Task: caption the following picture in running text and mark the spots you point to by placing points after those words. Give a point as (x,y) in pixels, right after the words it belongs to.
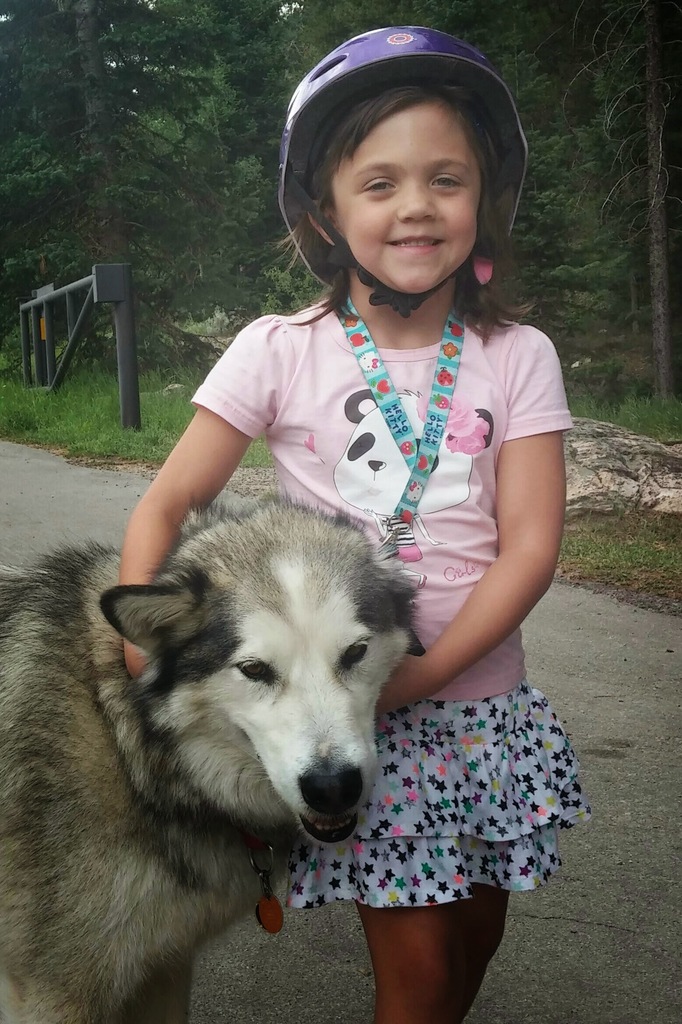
In this image I see a girl (415,671) who is smiling and she is holding the dog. In the background (6,284) I can see the grass (9,427), a stone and lot of trees (163,325).
